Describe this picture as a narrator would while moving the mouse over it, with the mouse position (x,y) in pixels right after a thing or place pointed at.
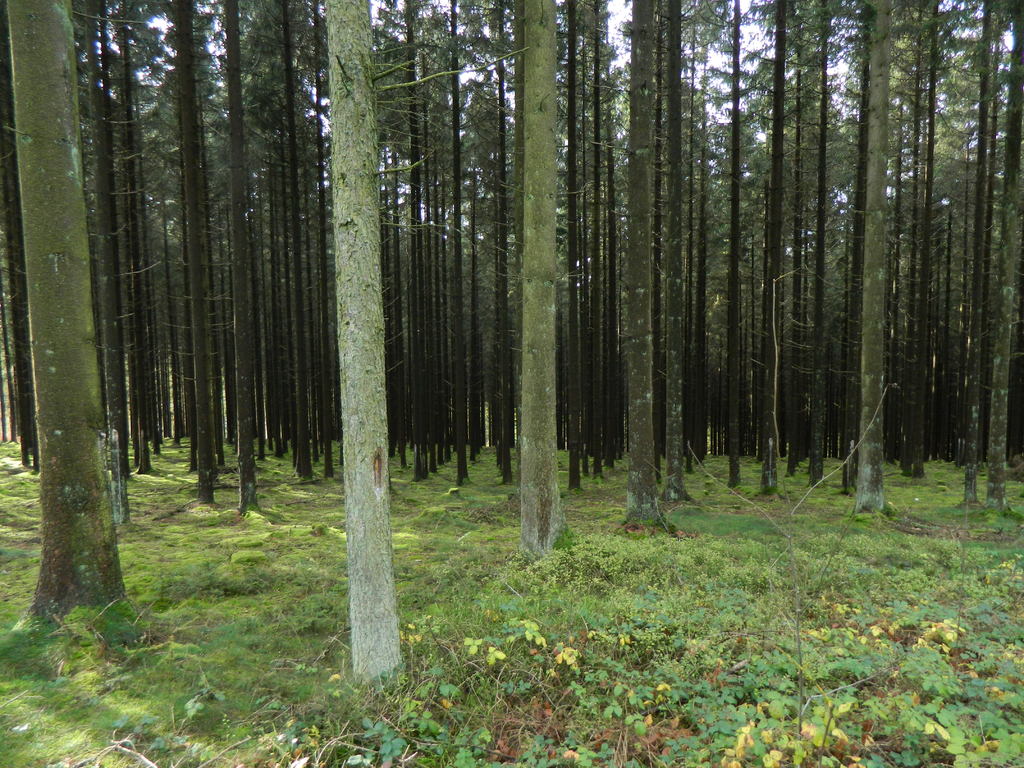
In this image I can see an open grass ground (191,491) and on it I can see number of trees (378,144).
